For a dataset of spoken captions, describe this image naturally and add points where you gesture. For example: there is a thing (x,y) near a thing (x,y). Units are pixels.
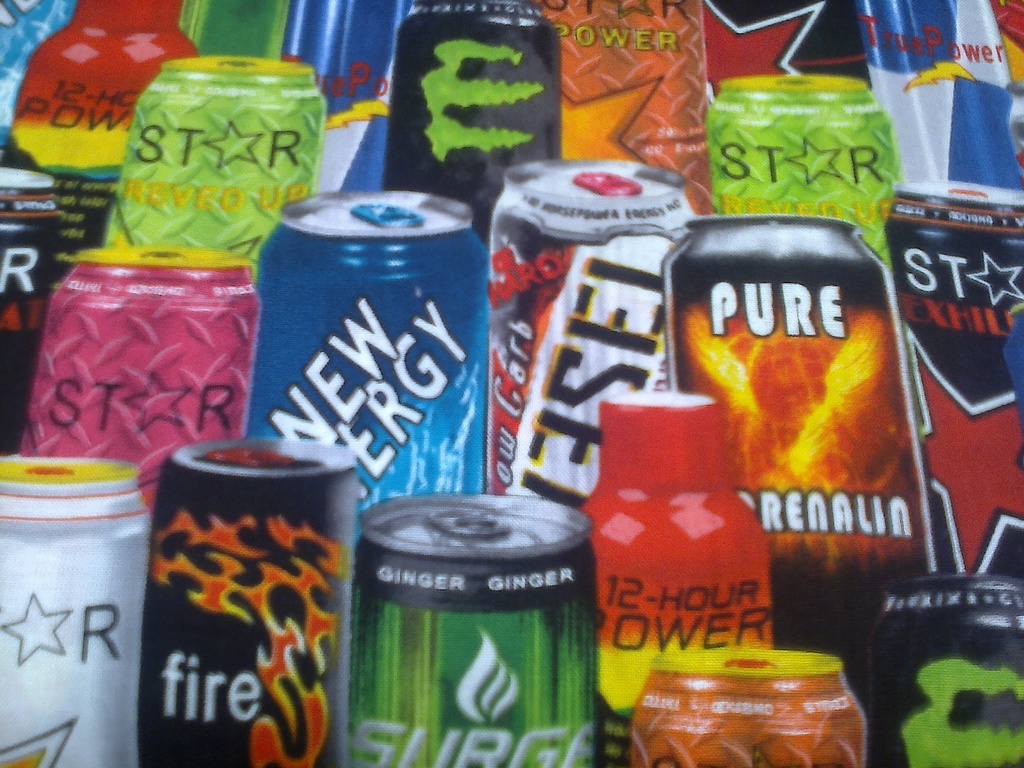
In this image there are energy drink cans (864,388) of different colors. There is some text (460,347) of each energy drink can (637,344).
